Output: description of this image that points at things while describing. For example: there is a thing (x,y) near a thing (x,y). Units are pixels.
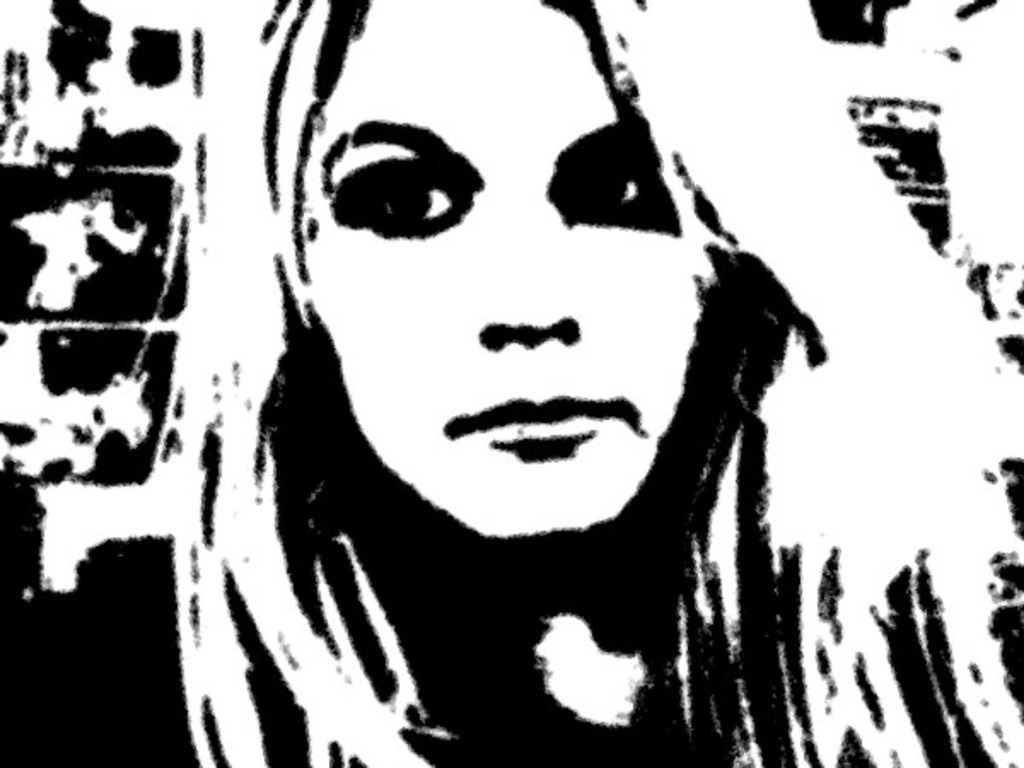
This looks like an edited black and white image. I can see the woman (634,678).
